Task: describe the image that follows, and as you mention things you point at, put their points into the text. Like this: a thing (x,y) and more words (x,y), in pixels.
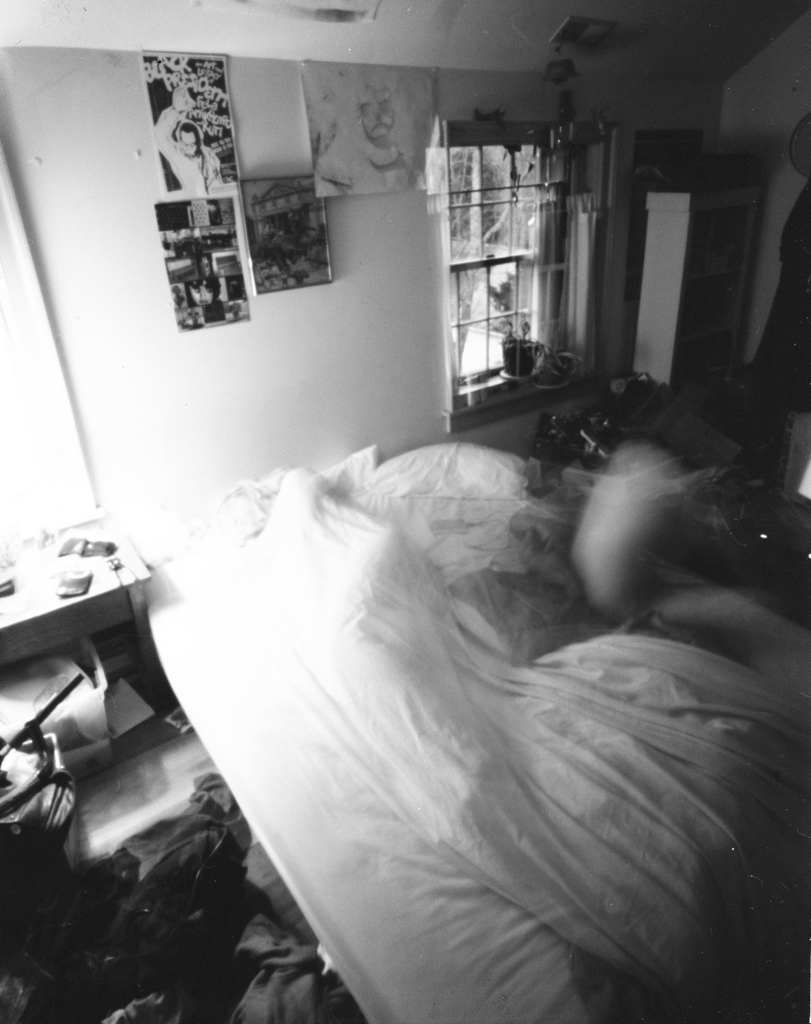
This image consists of a room (293,549) which contain a bed (321,496), a table (139,590) to the left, a few posters (415,178) on the wall (629,163) and some object (799,440) to the right corner (678,442).
